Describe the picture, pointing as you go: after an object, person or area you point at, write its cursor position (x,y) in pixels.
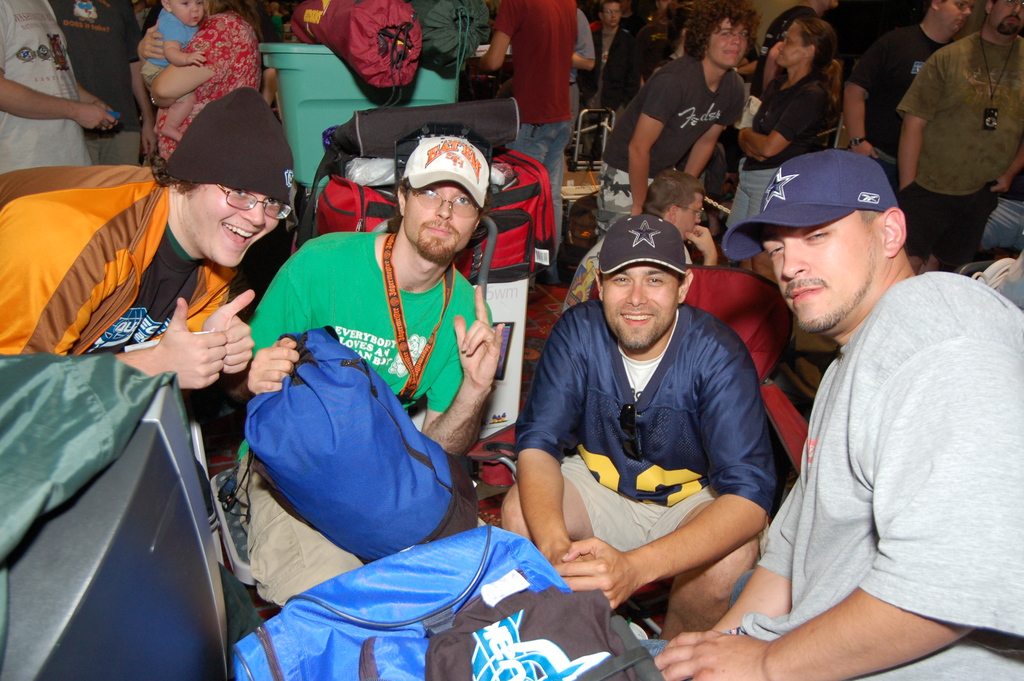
In the center of the image (350,276) we can see three men (898,549) sitting. On the left (70,235) there is a man (104,317). In the background (34,148) we can see people (687,163), luggages (592,219) and trolleys (580,135).
